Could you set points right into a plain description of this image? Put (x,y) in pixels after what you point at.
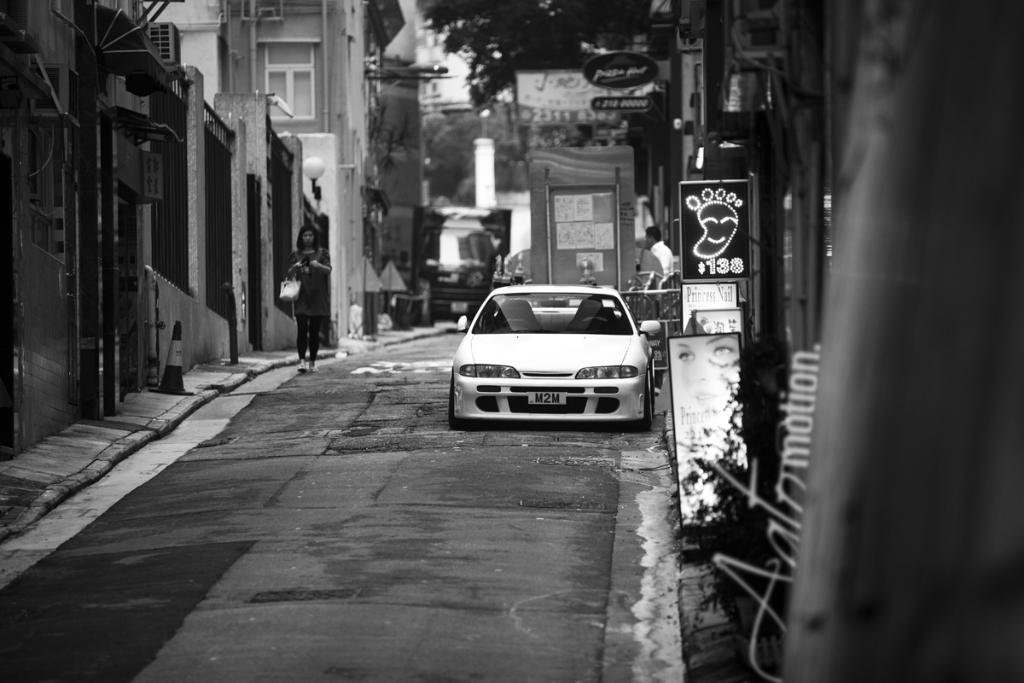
This picture is clicked outside. In the center (548,361) we can see a car (551,404) parked on the ground (551,424) and we can see the persons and the text (795,412) and some pictures (714,383) on the boards (729,279) and we can see the buildings (301,91), metal gates (221,171), lamppost (308,163) and some other objects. In the background (570,6) we can see the trees (557,40), buildings (353,225), a vehicle (481,240) and some other objects (517,261).
